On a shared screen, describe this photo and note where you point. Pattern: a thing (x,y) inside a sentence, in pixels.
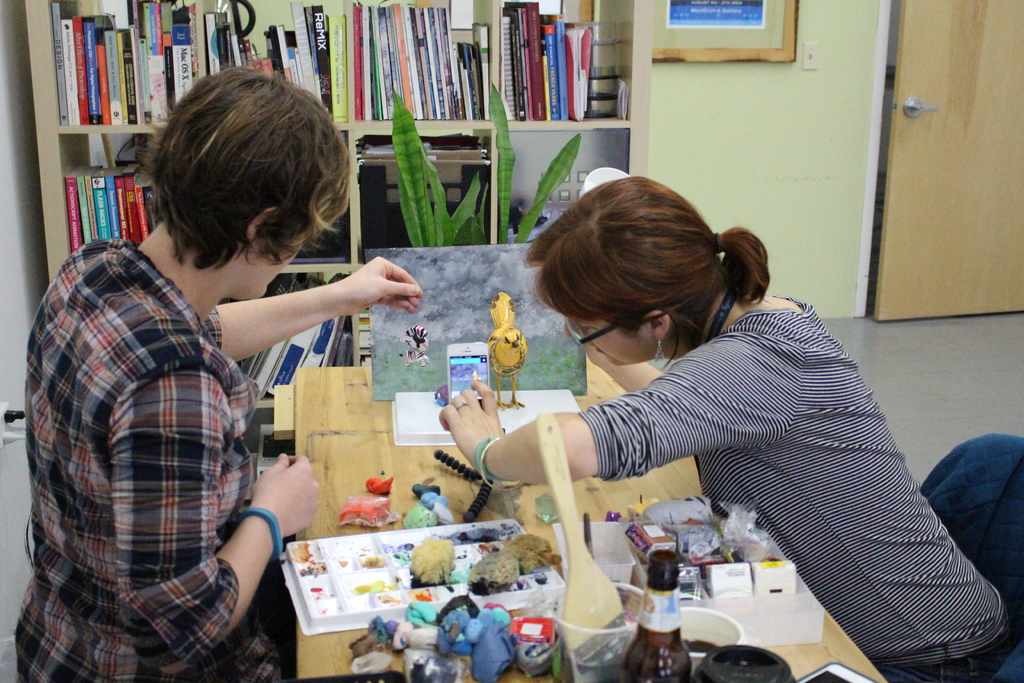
Here two women (357,278) are sitting, here there are books (404,100) in the shelf (499,0). This is bottle (664,640), cup (733,638), phone (835,670) other objects (509,554) are present on the table (355,456). This is door (949,227).
